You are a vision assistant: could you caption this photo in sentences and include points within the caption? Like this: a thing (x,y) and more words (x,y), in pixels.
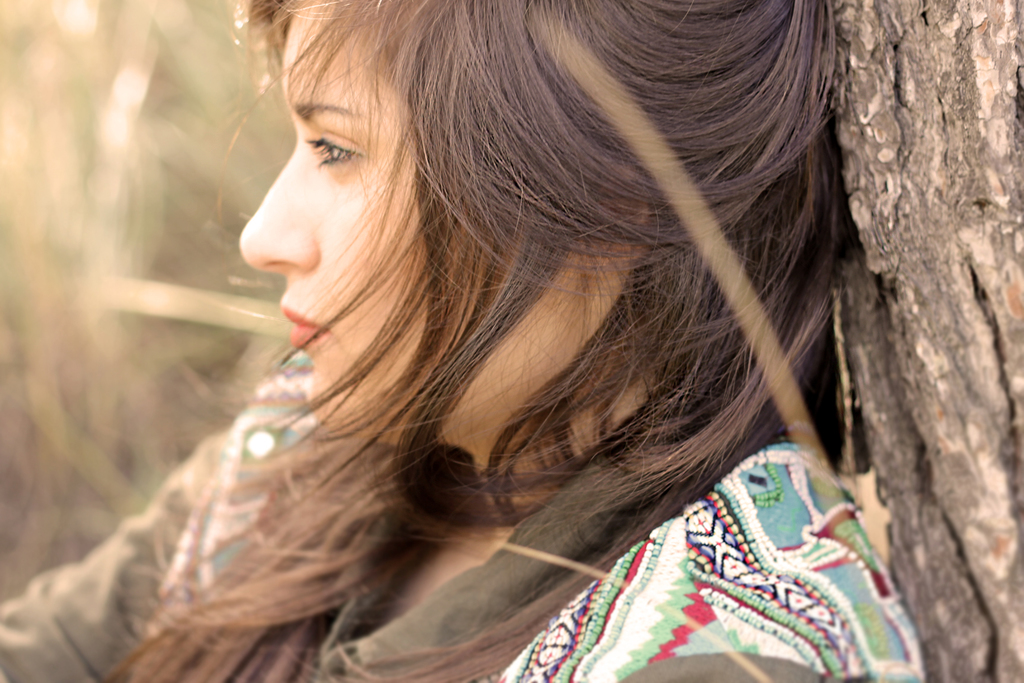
In this image I can see there is an image of a woman (691,266) leaning against the tree (938,311) and the background of the image (135,46) is blurred.
